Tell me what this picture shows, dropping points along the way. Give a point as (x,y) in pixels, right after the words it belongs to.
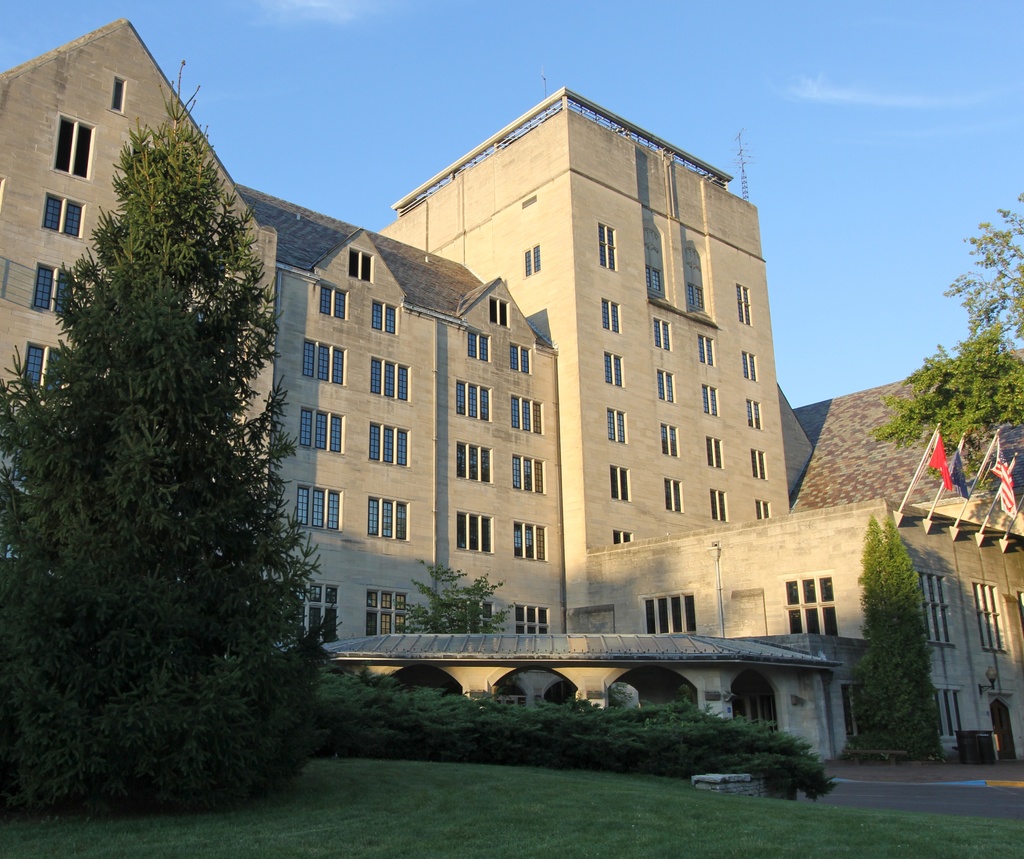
In this image I can see trees (71,707) and plants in green color, background (961,477) I can see few flags (1004,506) in red, blue and white color, a building (480,294) in cream color, few glass windows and the sky (658,59) is in blue color.
